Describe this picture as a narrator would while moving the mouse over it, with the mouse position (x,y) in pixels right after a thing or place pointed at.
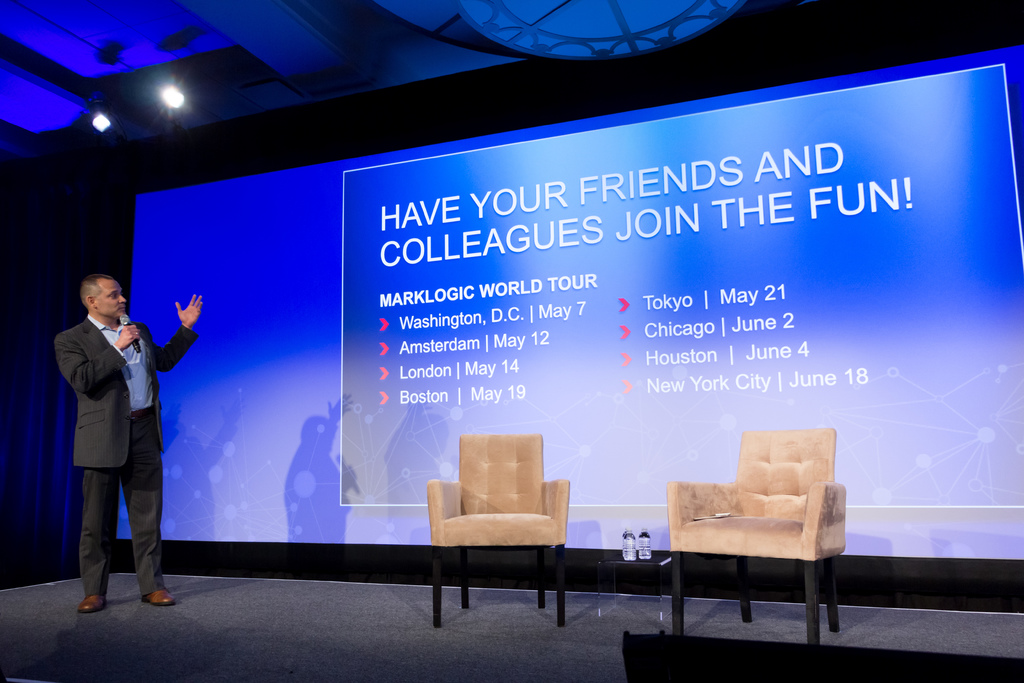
This is the picture taken in a hall (717,490), there is a man (127,430) standing on the stage (250,587) and holding a microphone (126,321). In front of the man (143,418) there are two chairs (521,502) and a table (600,596) on the table (620,567) there are the bottles (631,540). Background of the chairs (551,487) is a screen (439,301) on top of the man (89,341) there is a roof (60,118) with lights (99,96).
